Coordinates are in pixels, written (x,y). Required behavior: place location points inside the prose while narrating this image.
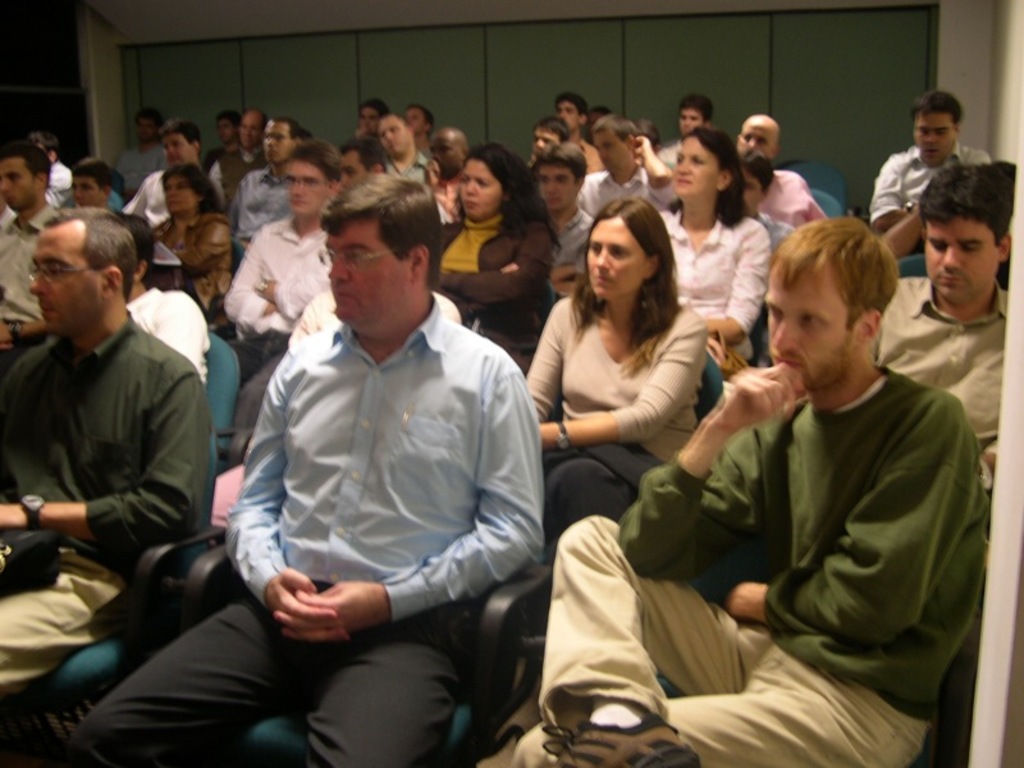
In this image there are people (431,464) sitting in the chairs (500,636) one beside the other in the rows (705,401). In the background (488,66) there is a wall (488,66).
